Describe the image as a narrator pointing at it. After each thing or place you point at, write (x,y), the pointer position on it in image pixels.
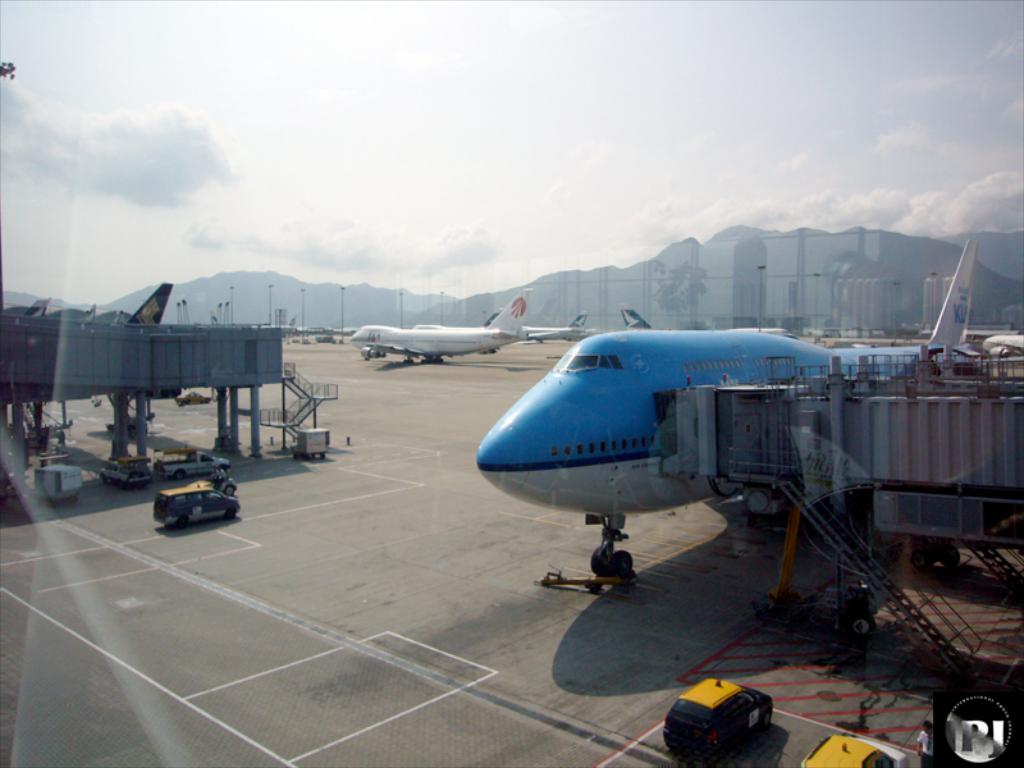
In this image we can see aeroplanes (591,445) on the road (489,607). There are vehicles (179,503). In the background of the image (561,309) there are mountains (924,247). There are clouds (100,205) at the top of the image (189,142). There are clouds (178,126).
